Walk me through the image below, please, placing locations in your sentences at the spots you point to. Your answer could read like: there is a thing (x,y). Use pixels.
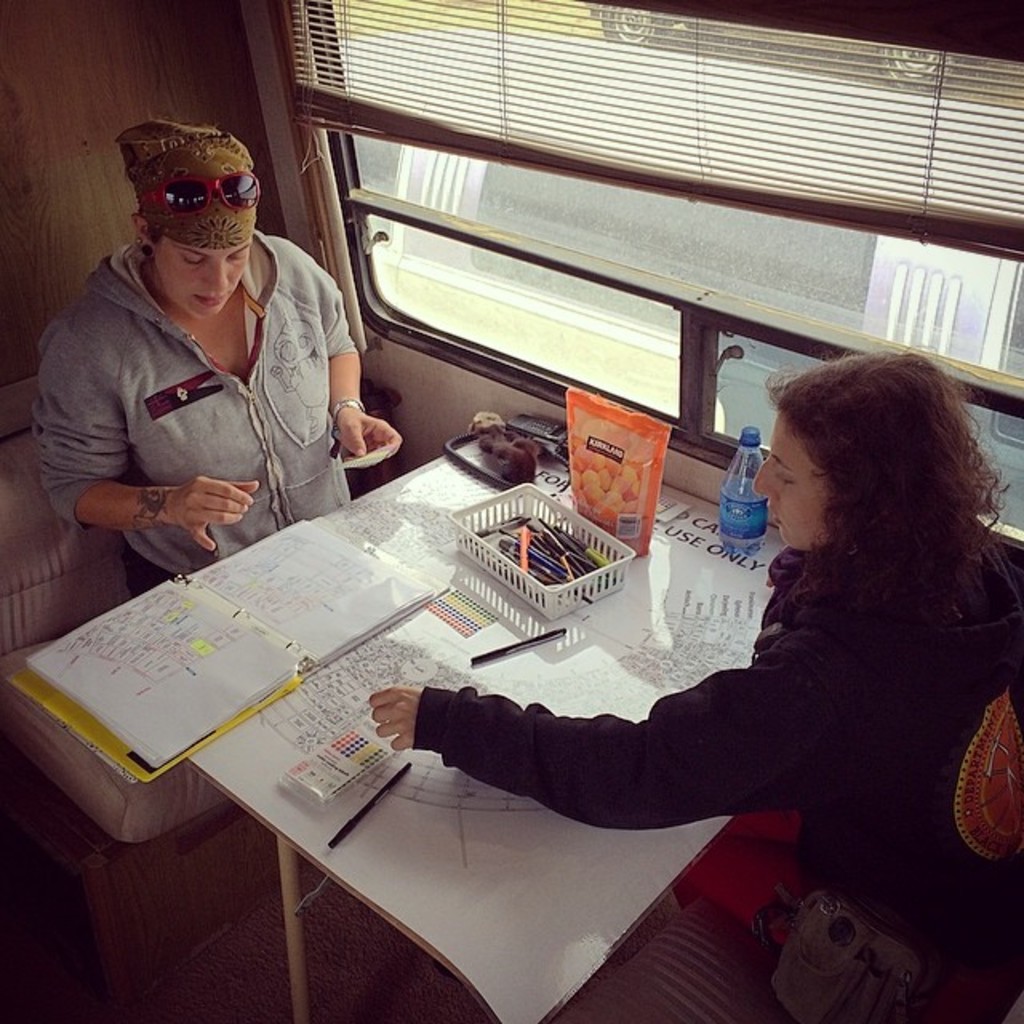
In this image there are two women (827,743) sitting on the chair (23,649). On the table (360,857) there is a book (288,589) pens (542,565), bottle (732,479) and a packet (645,531).
